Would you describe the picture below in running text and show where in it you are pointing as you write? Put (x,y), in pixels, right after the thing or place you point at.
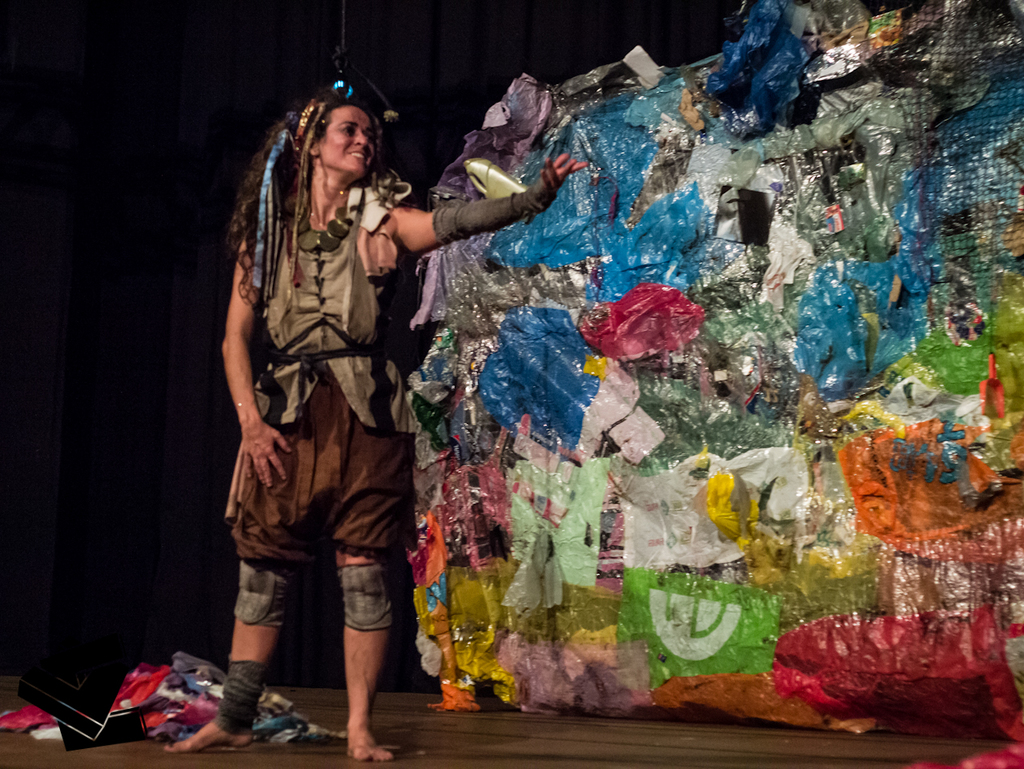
Here is the woman (351,258) standing and smiling. This looks like an art (736,277), which is made of garbage materials (549,414). I can see few clothes (154,707) lying on the floor (114,745).
